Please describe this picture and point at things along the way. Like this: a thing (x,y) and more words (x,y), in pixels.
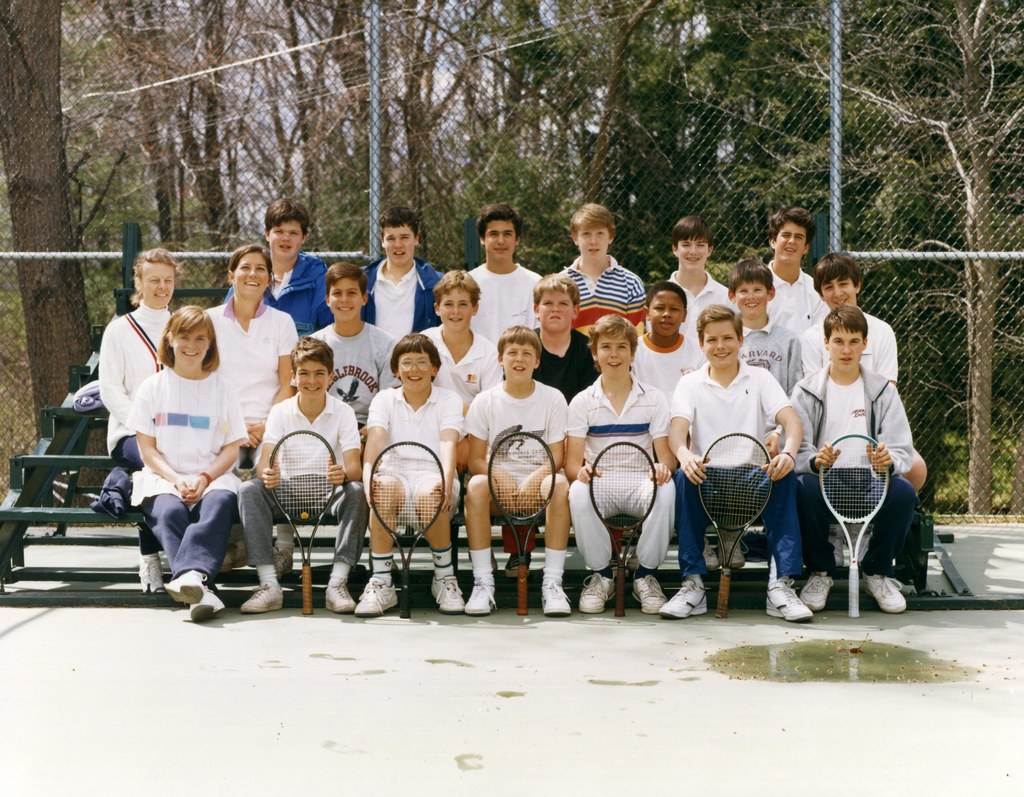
In this image i can see few people (429,292) standing in the back (513,317) and few people (541,454) sitting holding bat (733,466) in their hands (704,474). In the background (216,172) i can see a fence (373,129), some trees (130,52) and a sky (444,82).
